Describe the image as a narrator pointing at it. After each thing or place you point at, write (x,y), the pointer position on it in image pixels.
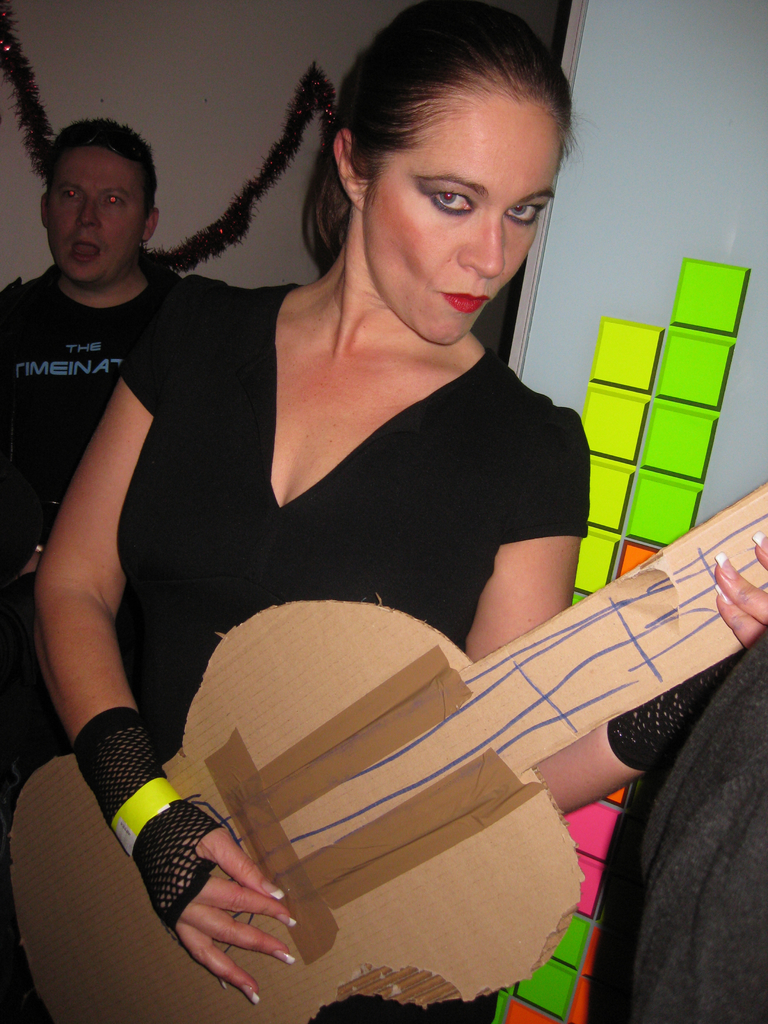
In this image I can see two persons (272,420) standing. In front (317,634) the person (214,639) is holding the cardboard sheet (499,722) which is in the shape of guitar (405,801) and the person (326,548) is wearing black color dress (307,523). In the background (172,90) the wall (172,62) is in white color.
